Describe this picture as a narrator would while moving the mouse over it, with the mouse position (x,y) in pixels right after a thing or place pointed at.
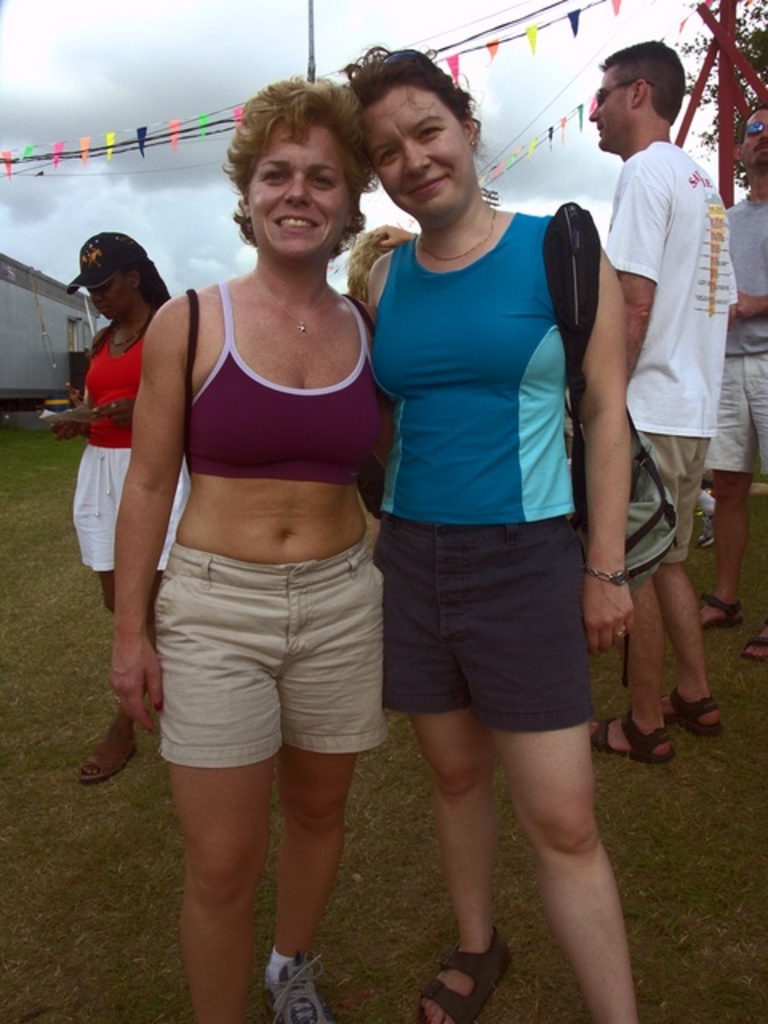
There are two women (332,496) standing. Lady (433,629) on the right (543,434) is holding a bag (585,317). In the back (753,277) there are few people (730,243). Another lady (103,308) is wearing a cap (88,254). In the background (203,50) there is sky (520,56). And there are some decorative items (467,52).
